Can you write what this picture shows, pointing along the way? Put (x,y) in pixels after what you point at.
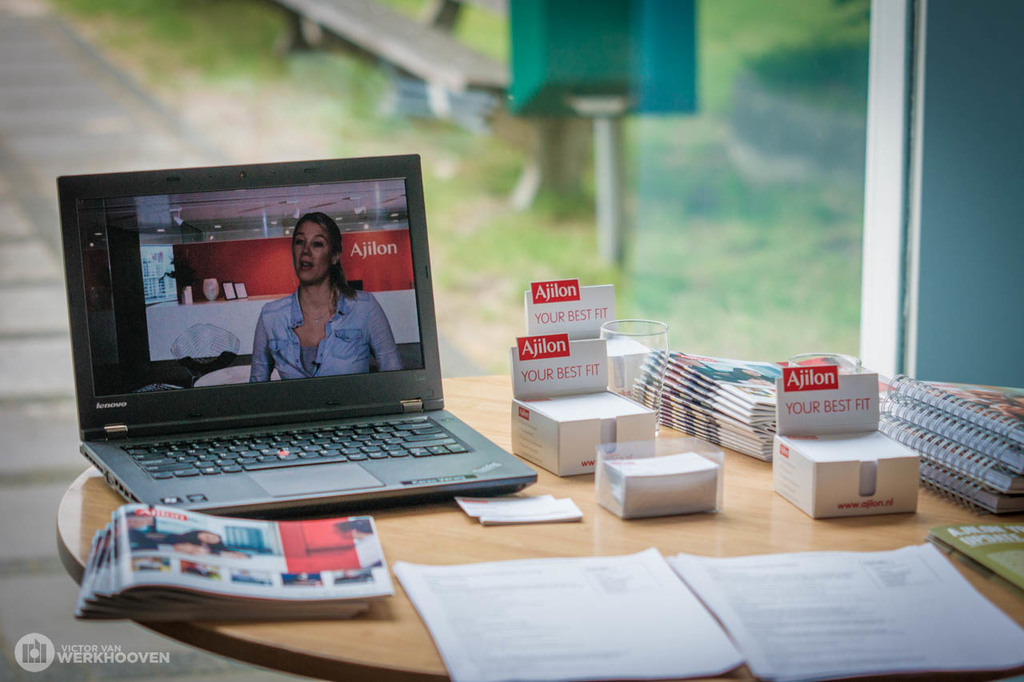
This is the picture of a table (543,548) on which we have a laptop (221,478), magazines (275,602), some notes (904,434), visiting cards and some things (949,385) on the table (285,663).
